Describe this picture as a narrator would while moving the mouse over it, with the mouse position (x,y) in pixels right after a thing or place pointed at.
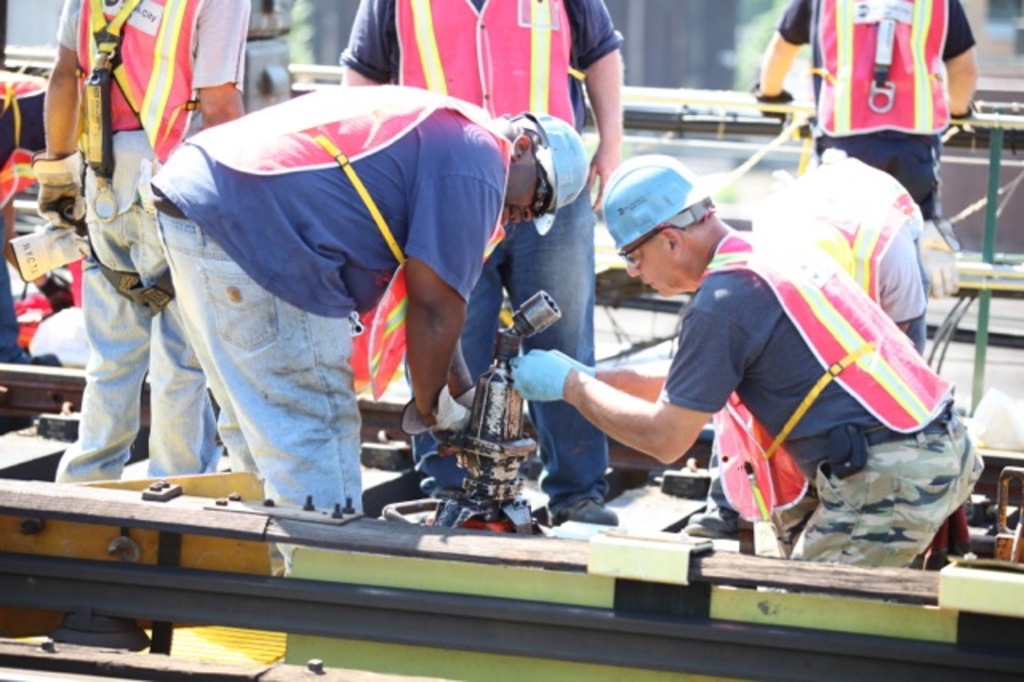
In the picture I can see a few persons (453,78) standing on the railway track (541,492). They are wearing the safety jacket (510,53) and they are working. I can see the mechanical machine (476,483) on the track (515,537).
